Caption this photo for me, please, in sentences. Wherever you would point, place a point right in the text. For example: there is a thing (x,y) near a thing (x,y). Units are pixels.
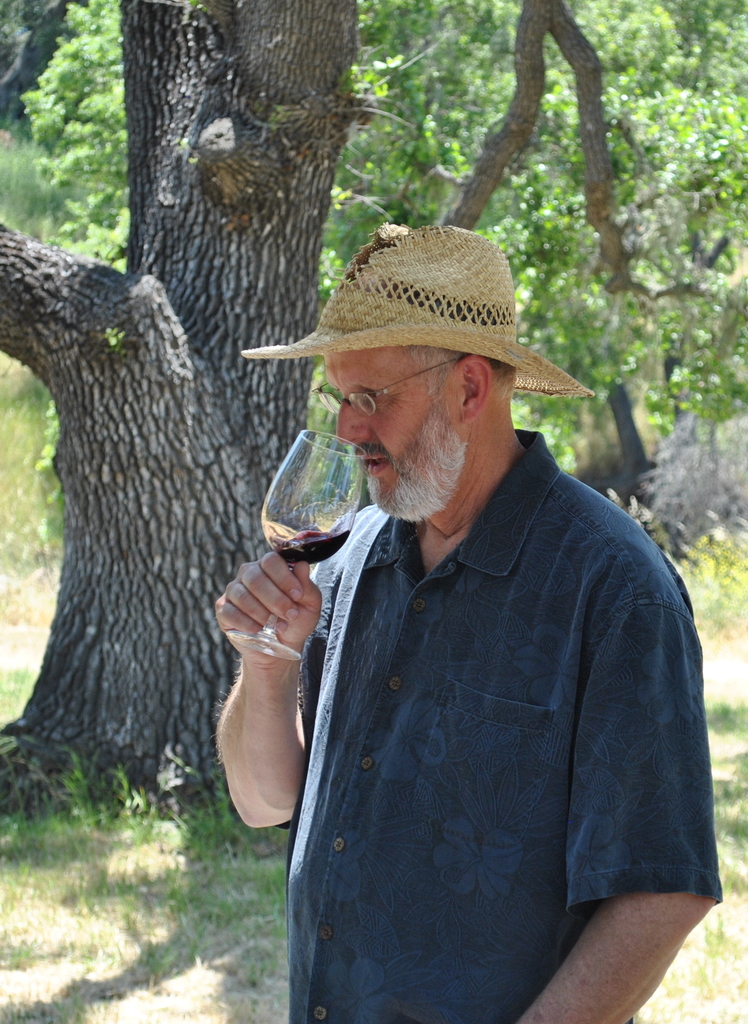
The person (523,721) wearing blue shirt (488,742) is drinking a glass of wine (308,531) and there are trees (309,180) in the background (377,103).
